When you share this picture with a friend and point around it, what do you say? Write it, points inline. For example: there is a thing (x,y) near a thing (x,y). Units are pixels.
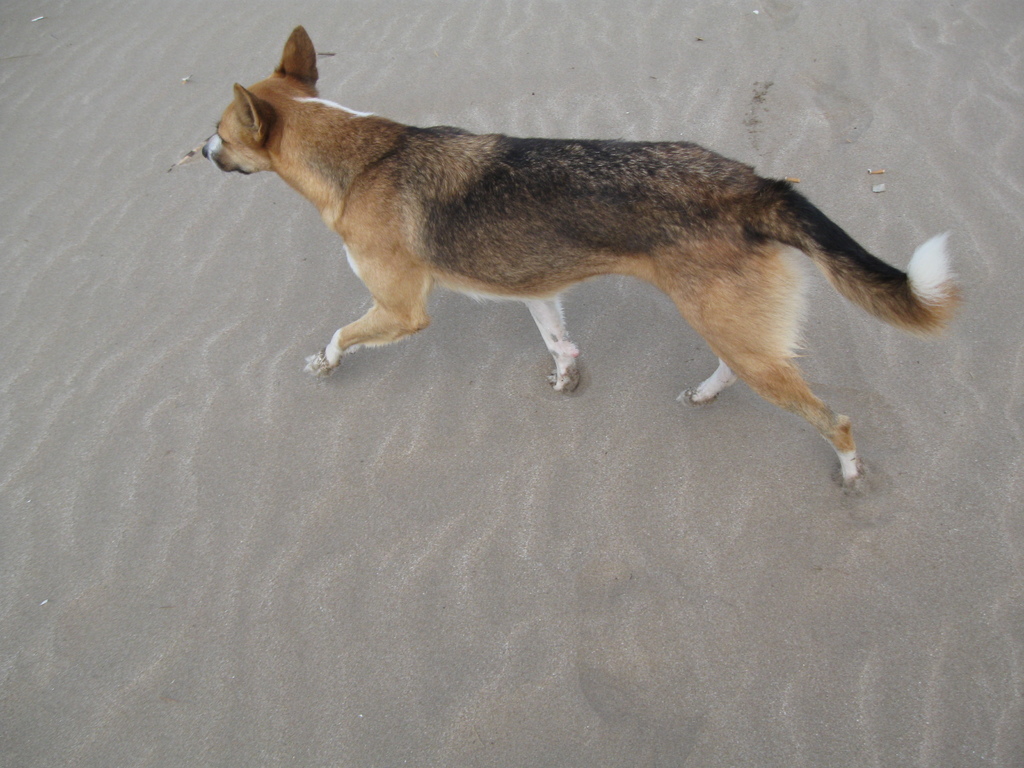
In this image there is a dog (432,254) walking on the sand (244,372).
